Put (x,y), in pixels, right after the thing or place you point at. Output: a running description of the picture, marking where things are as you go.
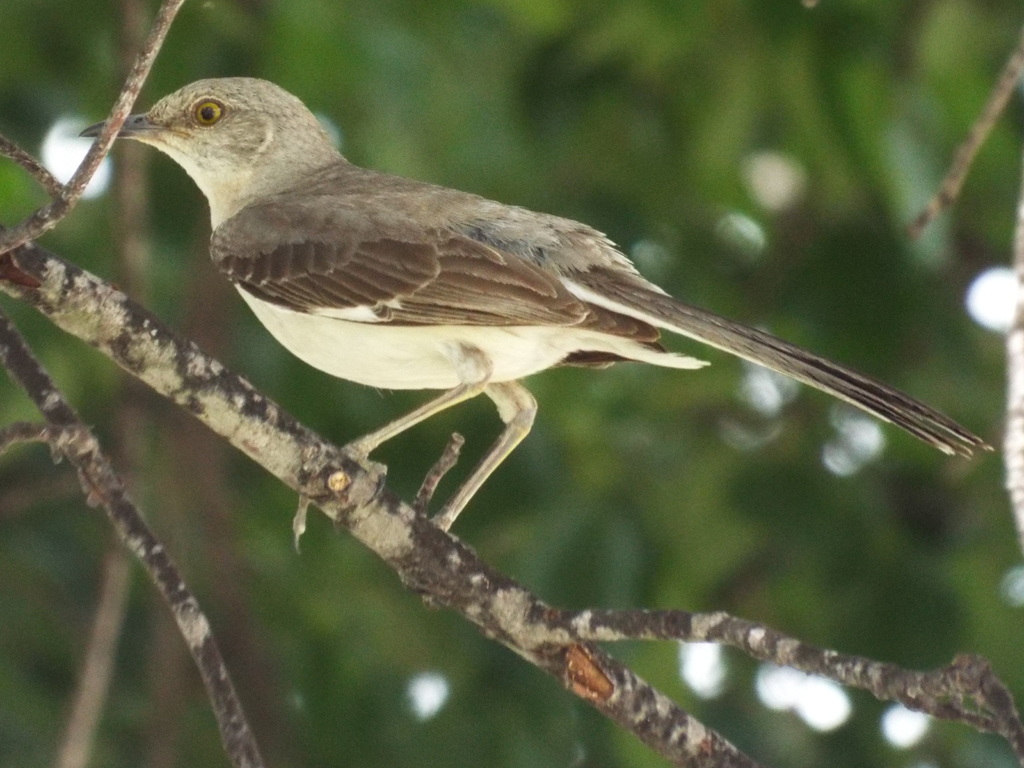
In this image we can see there is a bird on the branch (312,491). In the background (787,254) it is blur.
